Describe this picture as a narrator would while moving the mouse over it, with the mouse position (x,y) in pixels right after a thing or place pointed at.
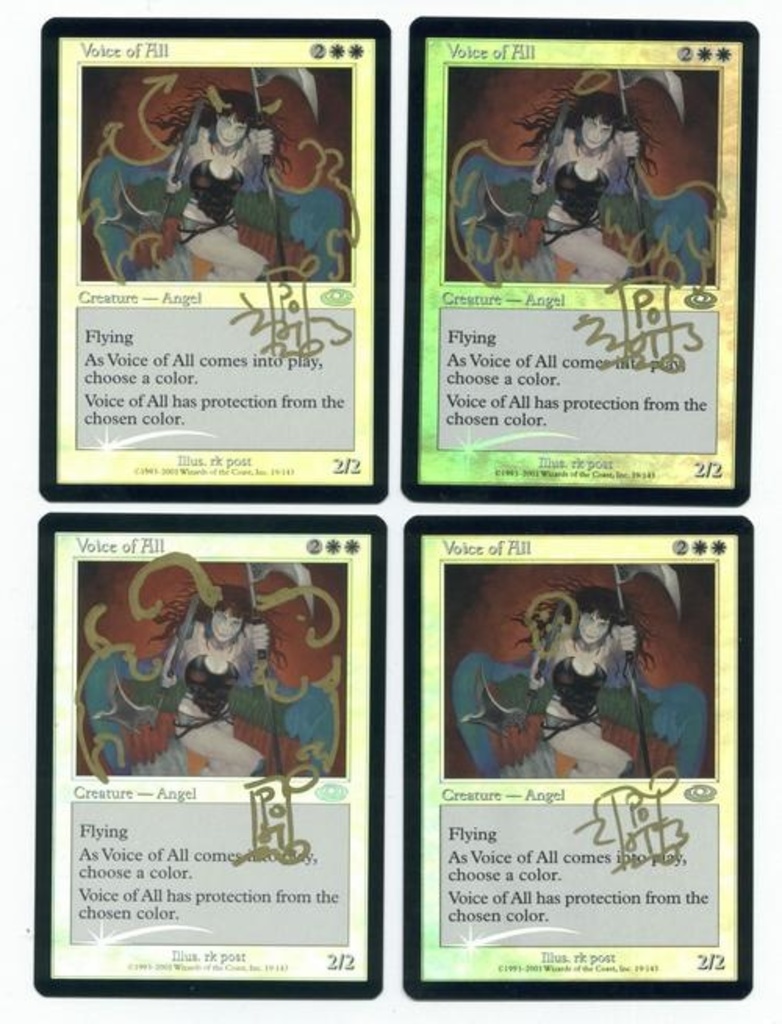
In this picture we can see collage of a cards (493,719).
